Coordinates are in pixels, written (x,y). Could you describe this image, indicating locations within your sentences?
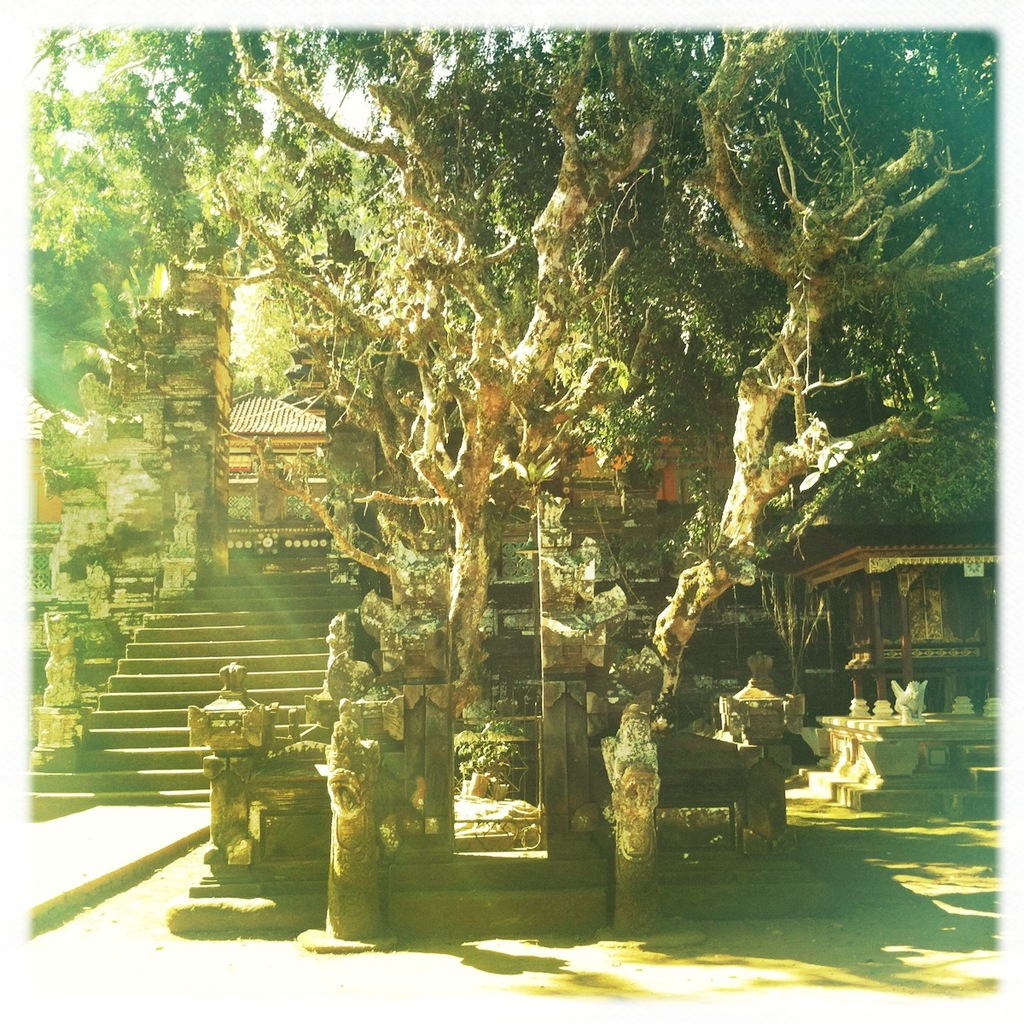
In this image, there are a few trees (707,566), stairs (255,590), pillars (213,513). We can see some houses (273,492) and the ground (168,951) with some objects (608,913). We can see the shrine (926,691) and some objects (919,695) on the right (911,780). We can also see the sky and the ground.
